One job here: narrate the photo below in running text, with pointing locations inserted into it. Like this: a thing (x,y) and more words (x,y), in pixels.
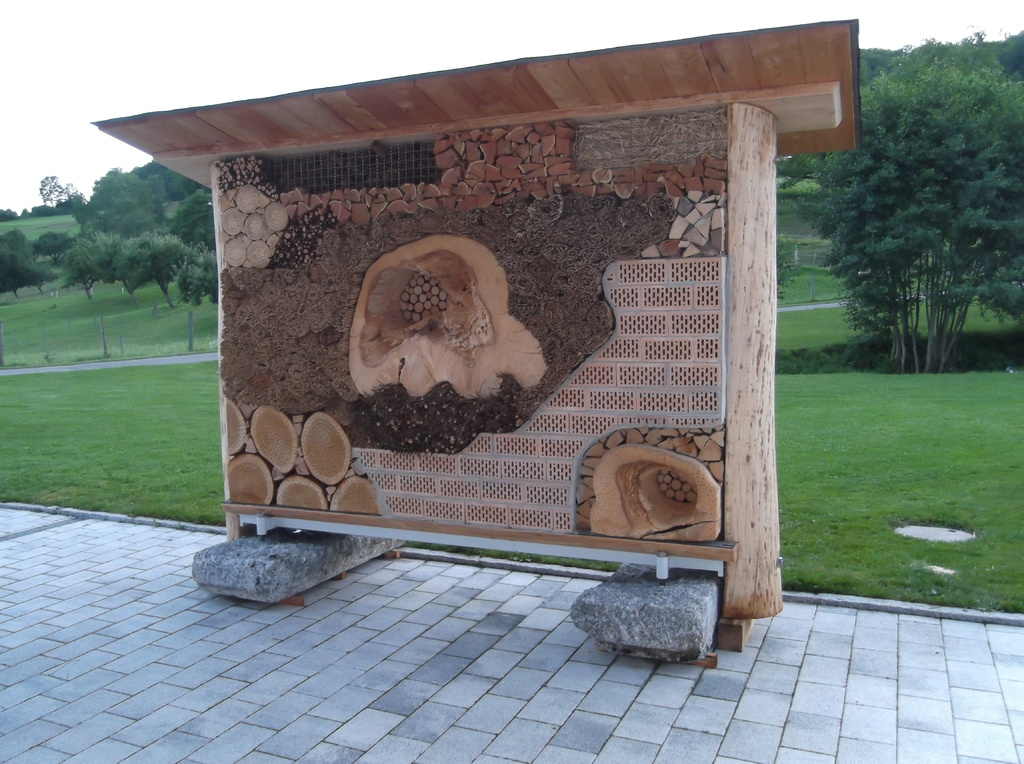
In this image there is a wall (441,286) in the center (426,301) and in the background (208,296) there are trees (947,220), there is grass (898,459) on the ground (898,459) and the sky (218,34) is cloudy.
